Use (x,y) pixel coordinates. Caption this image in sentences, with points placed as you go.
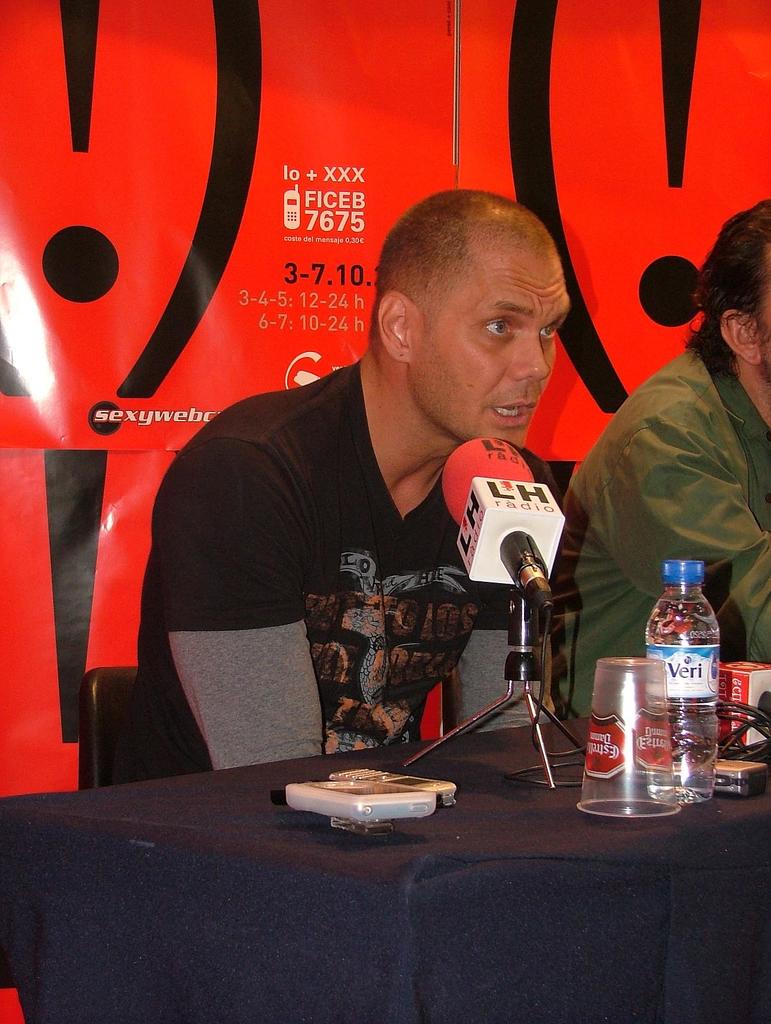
In this image I can see two men (370,354) are sitting on chairs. On this table (573,956) I can see a glass (616,719), a bottle (674,729), phones (431,800) and a mic (513,570). In the background (202,57) I can see a banner (277,222). I can see he is wearing black t-shirt (319,510).
